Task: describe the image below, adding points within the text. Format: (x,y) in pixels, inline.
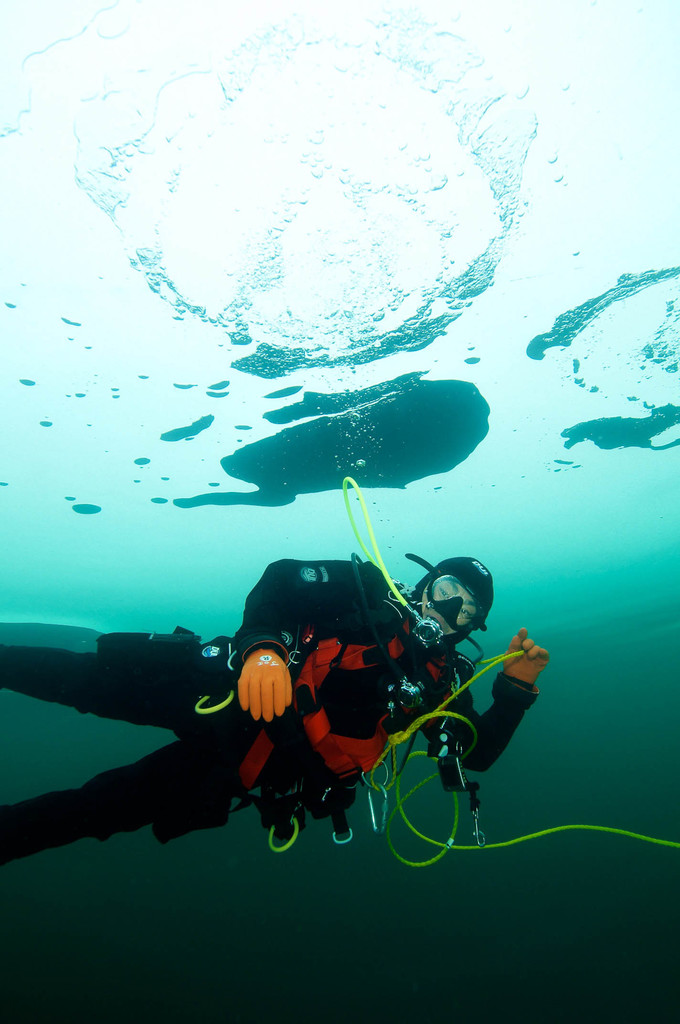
In this image, we can see a person (306,653) doing scuba diving in the water (462,480).
